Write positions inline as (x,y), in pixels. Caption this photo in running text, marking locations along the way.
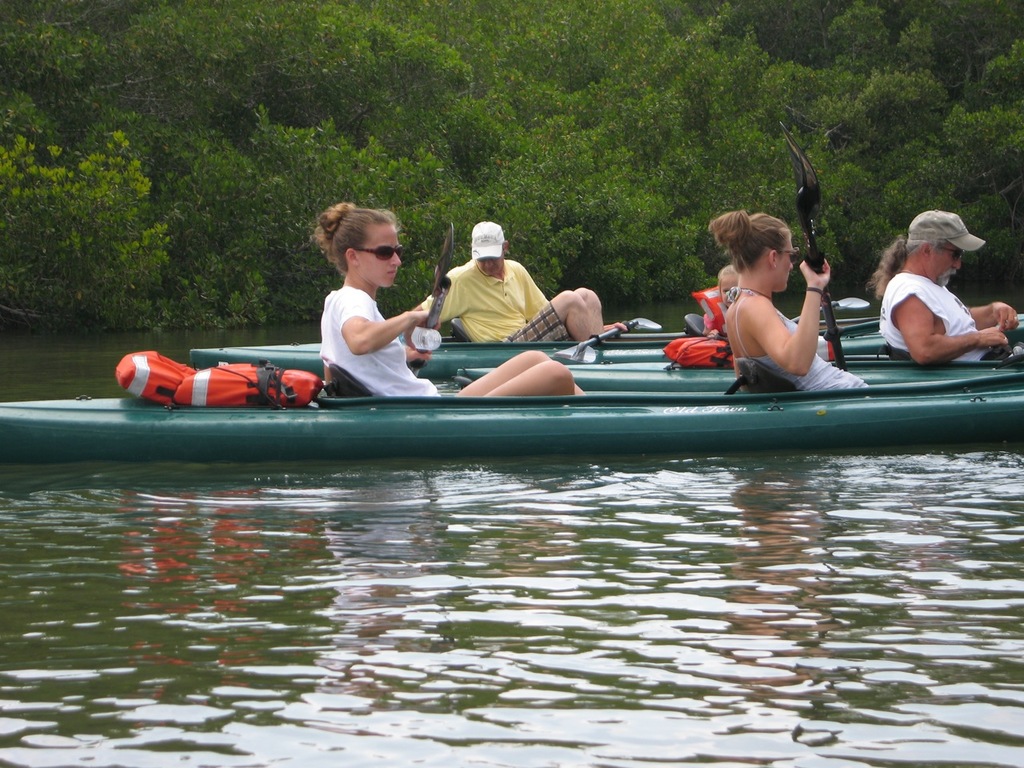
In the center of the image (637,399) we can see persons (734,324) on boat (230,447) sailing on the water (697,527). In the background (625,165) there are trees (514,182).
